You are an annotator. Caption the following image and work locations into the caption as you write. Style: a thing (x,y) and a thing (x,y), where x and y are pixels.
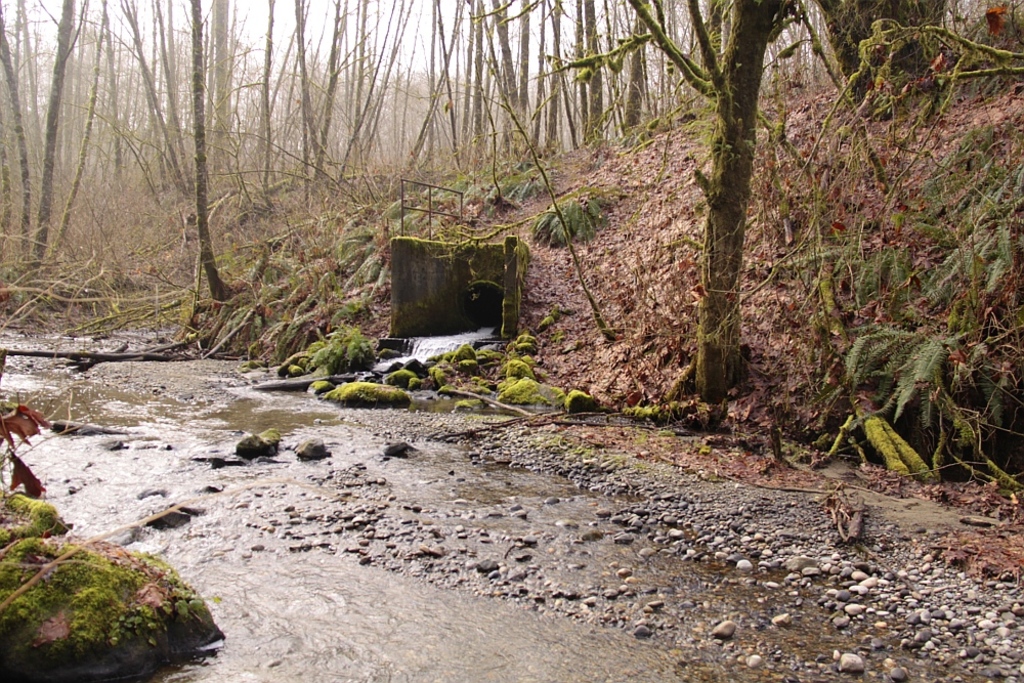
In this there are trees (484,132), there is water (423,352) flowing, there are stones (812,548), there are grass (81,582).
